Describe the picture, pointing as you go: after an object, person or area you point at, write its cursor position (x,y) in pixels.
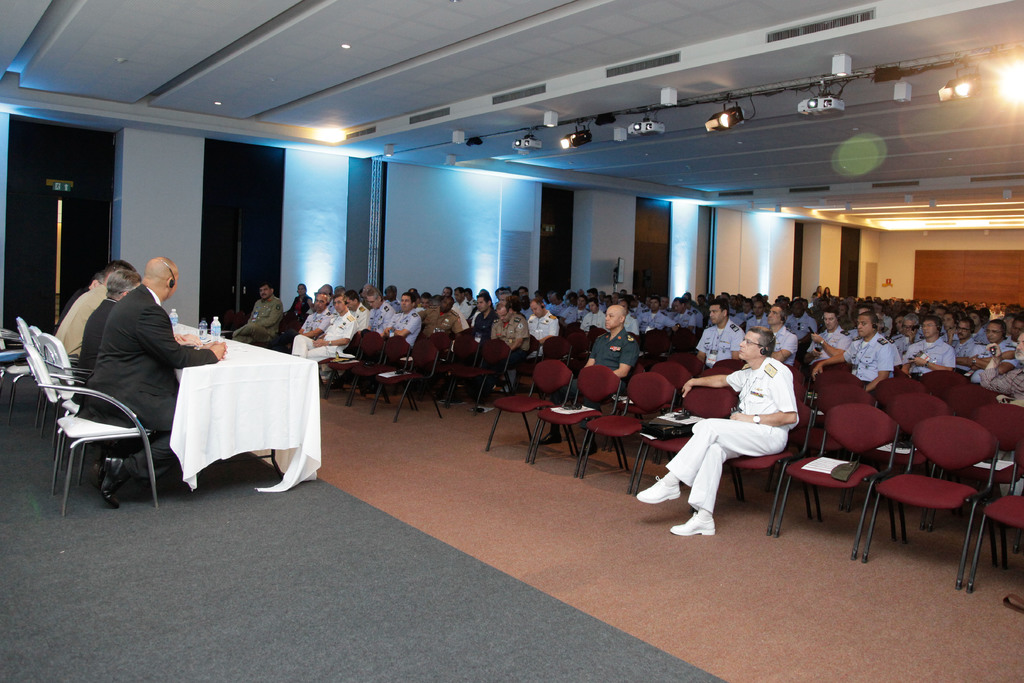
This is an inside view of a room (570,193). On the right side (933,332) many people (938,351) are sitting on the chairs (838,402) facing towards the left side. On the left side (125,365) four men (104,347) are sitting on the chairs (54,357) in front of the table (245,383) which is covered with a white colored cloth (218,432). On the table (221,337), I can see few bottles (177,319). In the background (365,212), I can see the wall (787,240) along with the doors (275,216). At the top (645,114), I can see few lights (1011,74) and also I can see few projectors (525,140).
